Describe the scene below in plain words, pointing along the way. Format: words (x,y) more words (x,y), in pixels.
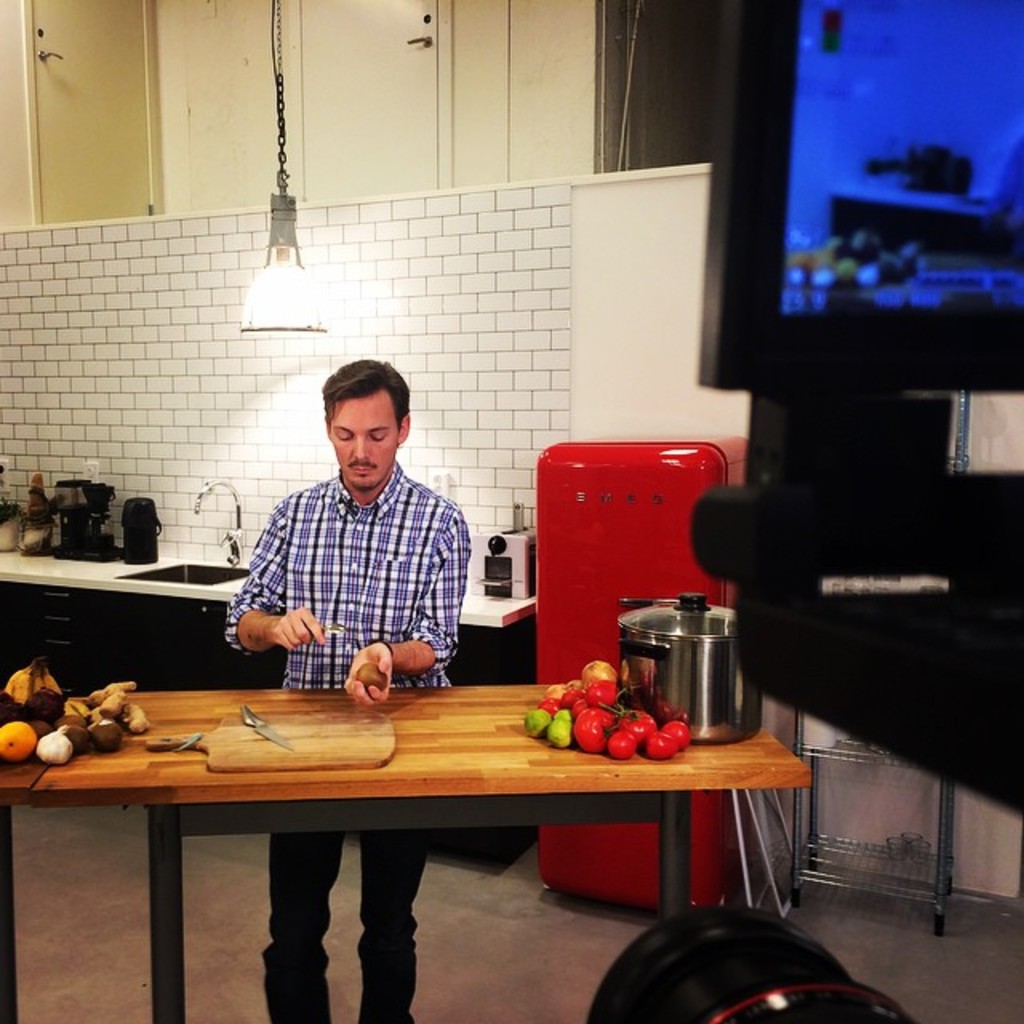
Here we can see a man (381,494) who is standing on the floor (512,927). This is table (497,774). On the table (581,780) there are fruits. This is knife (277,739). On the background (457,390) there is wall (456,288) and this is light (289,278).
